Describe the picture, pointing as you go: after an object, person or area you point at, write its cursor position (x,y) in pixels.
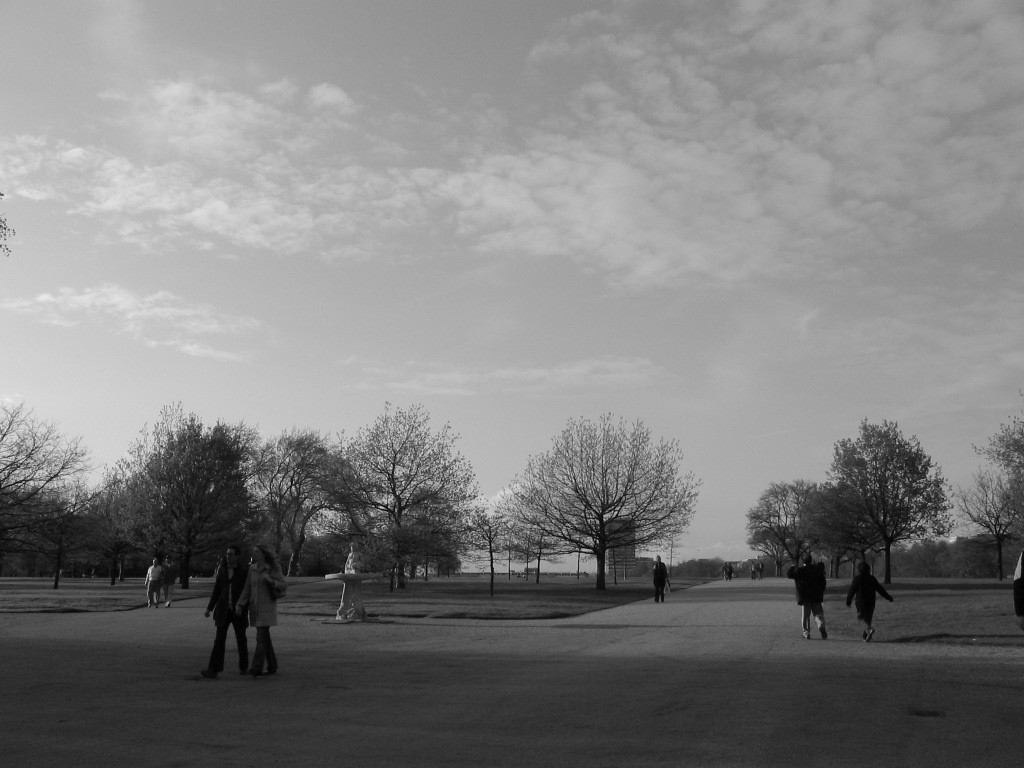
In the image we can see there are people (158,599) wearing clothes (275,613), they are walking, on the footpath (527,687). There are many trees (575,537) and a cloudy sky (663,277).
